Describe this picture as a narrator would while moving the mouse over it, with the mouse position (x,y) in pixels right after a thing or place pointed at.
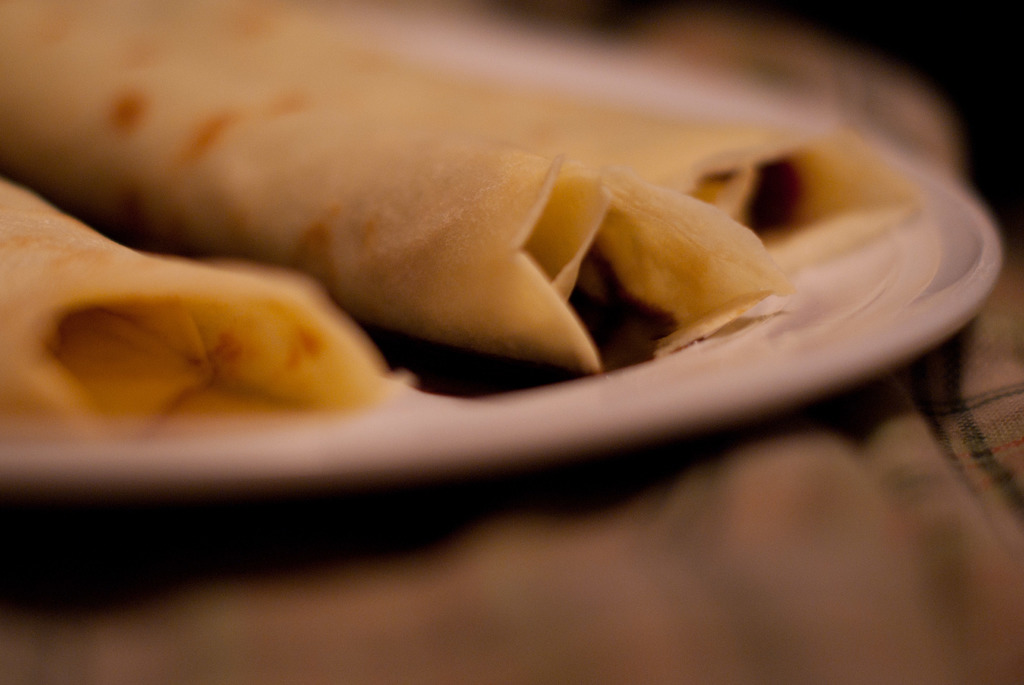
In this image, we can see food (576,317) on the white plate (916,292). At the top (888,48) and bottom of the image (696,595), we can see blur view. Here there is a cloth (790,510).
